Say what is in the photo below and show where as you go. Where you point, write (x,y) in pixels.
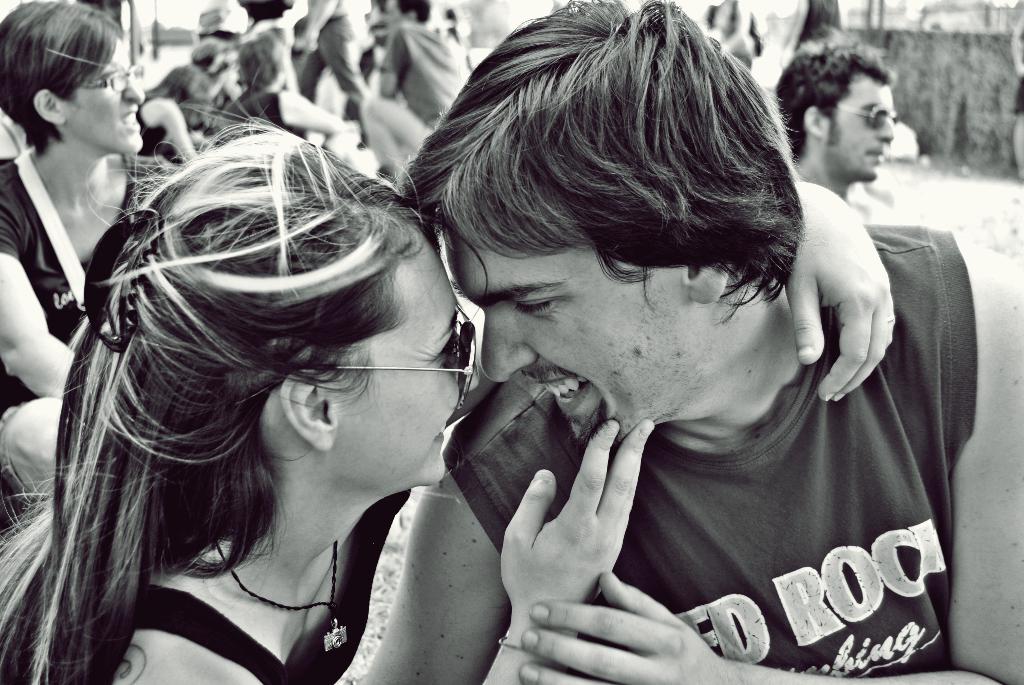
In the picture we can see a man (698,506) and a woman (183,428) sitting and holding each other and smiling and behind them we can see some people (90,94) are sitting.
